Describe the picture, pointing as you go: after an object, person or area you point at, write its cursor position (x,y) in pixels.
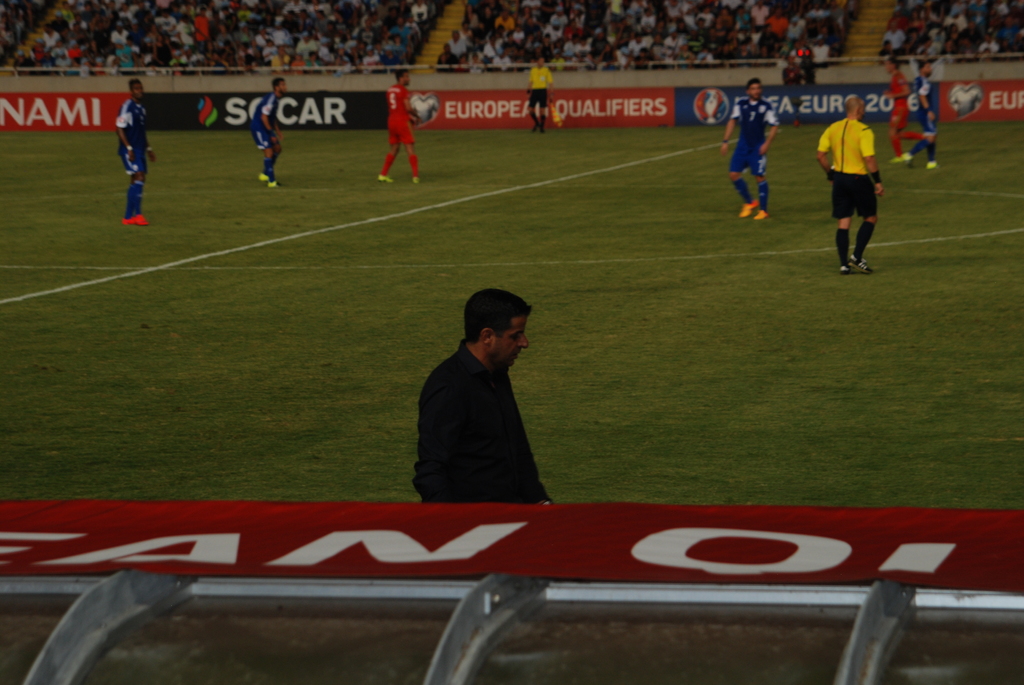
In this image we can see these people (862,184) are on the ground (634,403). In the background (990,111), we can see the boards (491,93) and people (574,10) sitting in the stadium (533,31).
